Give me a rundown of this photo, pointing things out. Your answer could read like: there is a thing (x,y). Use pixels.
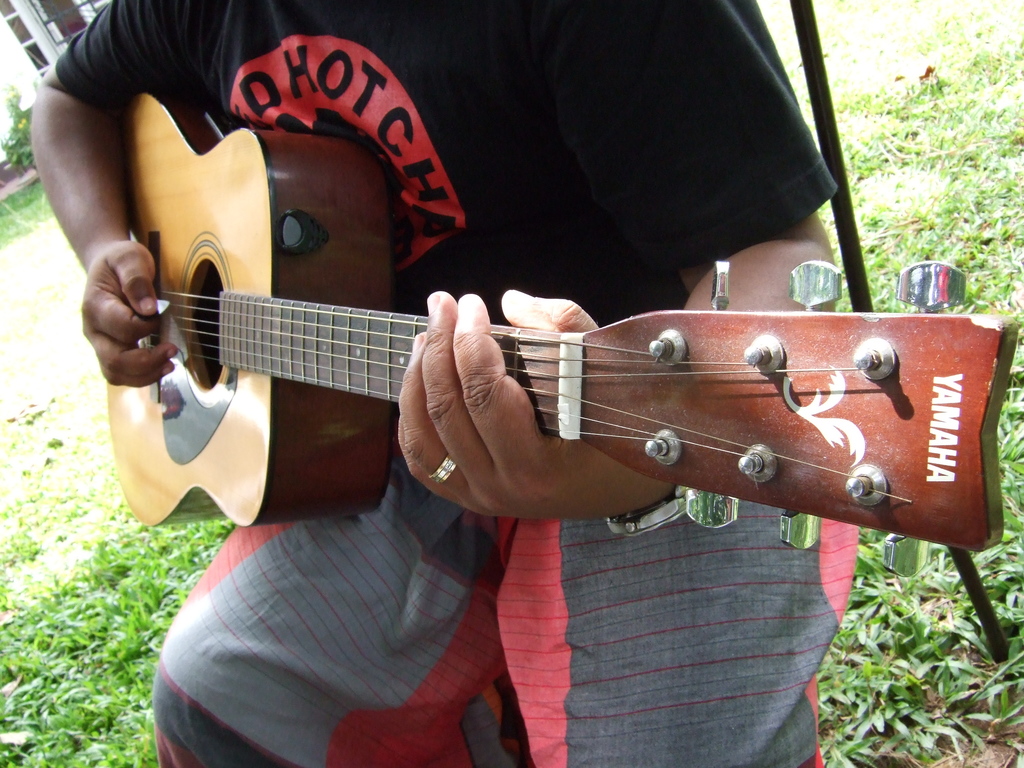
In this image man (488,252) is holding a guitar (261,384) and playing it. In the background (55,488) there are grass (55,507) on the floor (85,447) and a building (32,39).
